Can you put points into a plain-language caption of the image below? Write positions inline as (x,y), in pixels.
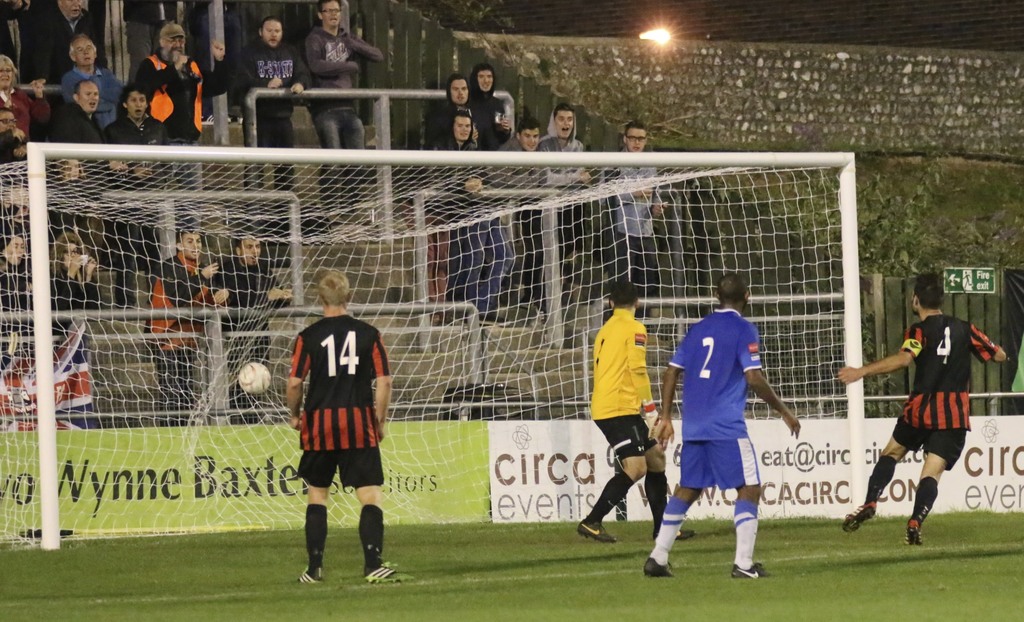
The picture is taken during a football game. In the foreground of the picture (558,574) there are four players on the ground (83,569). In the center of the picture (476,244) there is a goal post (203,403) and ball (253,374). In the background (142,456) there are banners (548,452), railing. At the top (289,101) there are audience (289,101) towards the left (233,115). Towards right (763,95) there is a wall (716,77). At the top (649,36) there is a tree (467,5) and light (661,40).
